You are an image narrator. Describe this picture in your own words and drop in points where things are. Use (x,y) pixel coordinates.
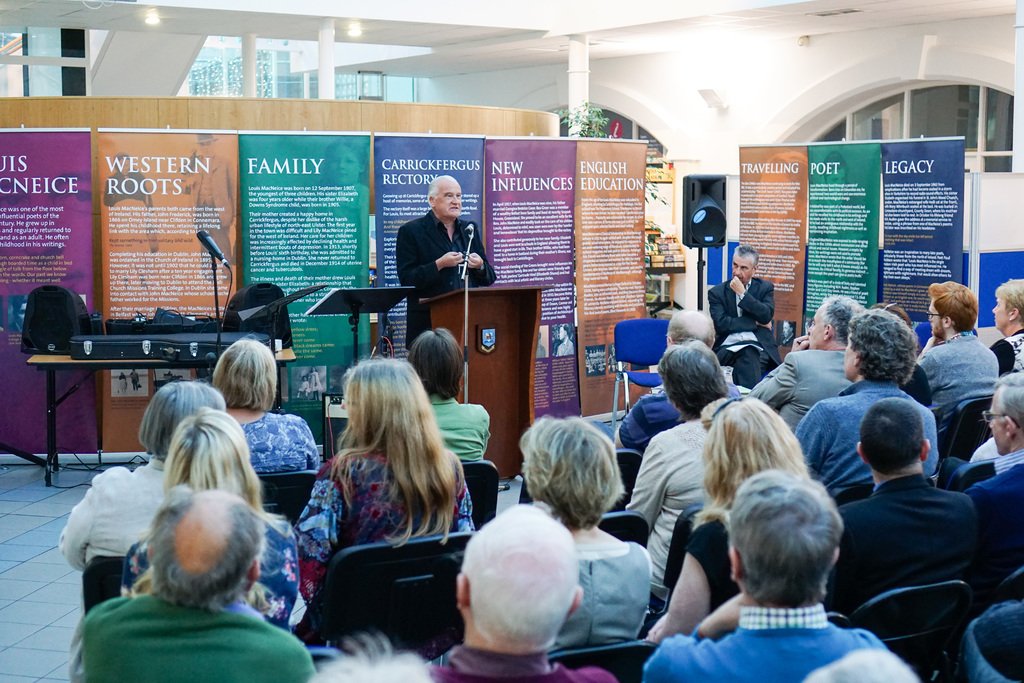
In this picture, we see the people (550,479) are sitting on the chairs (906,618). In front of them, we see an empty chair (659,336). Beside that, we see a man (754,292) is sitting on the chair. In the middle (447,246), we see a man (449,249) is standing. In front of him, we see a podium (479,323) and a microphone (467,277). He is talking on the microphone (470,244). Beside him, we see a stand (376,294) and a table (91,366) on which speaker boxes (76,329) and some objects (157,352) are placed. Beside that, we see a microphone (219,254). Behind that, we see the boards (118,185) or the banners (134,222) in purple, green, orange, blue and green color. We see some text (474,171) written on the boards (636,261). In the background (319,90), we see a white wall (672,90), poles (577,90), glass windows (298,85) and the lights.
